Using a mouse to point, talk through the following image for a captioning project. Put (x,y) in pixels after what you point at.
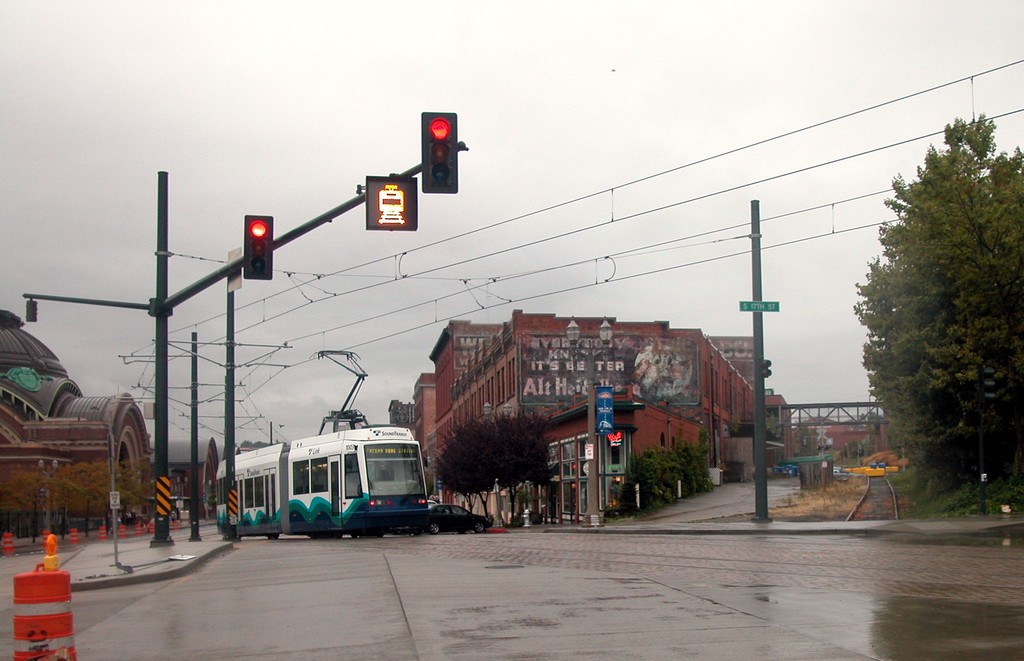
In this image, there is a tram (382,519), some vehicles (438,527) and there are traffic cones (56,563) on the road (493,605) and in the background (919,335), we can see trees (902,276), poles (756,226) along with wires (484,278), traffic lights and some buildings (91,443) are there.
